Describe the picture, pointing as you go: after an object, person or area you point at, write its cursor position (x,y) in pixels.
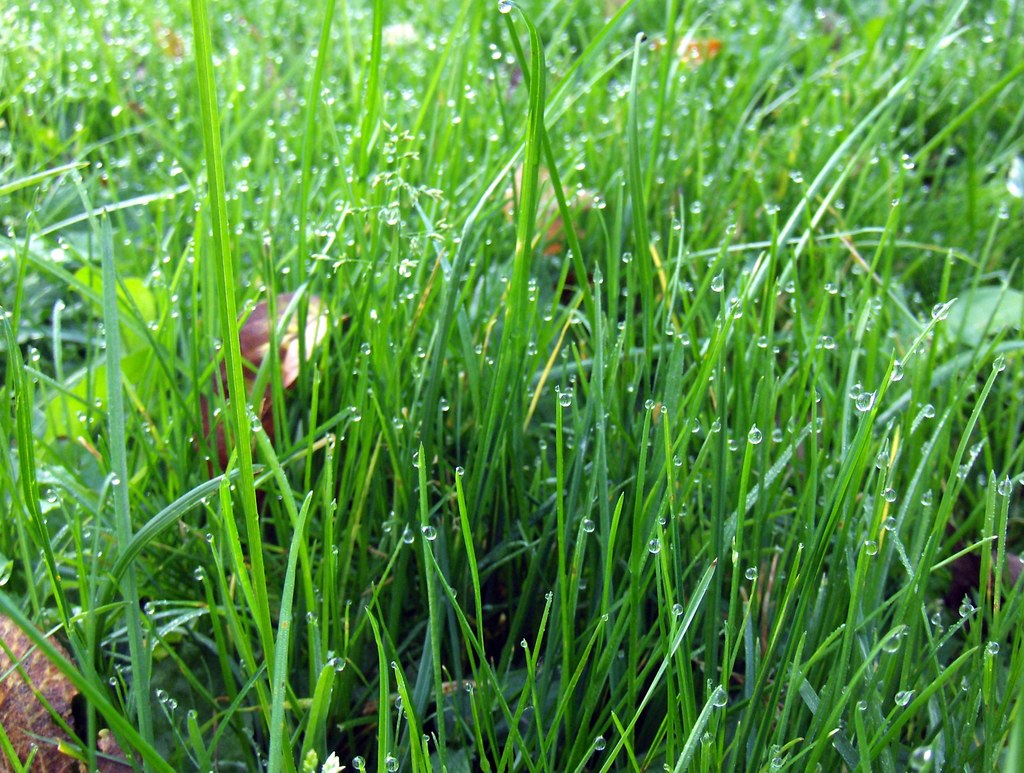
In this image i can see grasses (741,253) on the ground (456,629) and there are many water drops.
